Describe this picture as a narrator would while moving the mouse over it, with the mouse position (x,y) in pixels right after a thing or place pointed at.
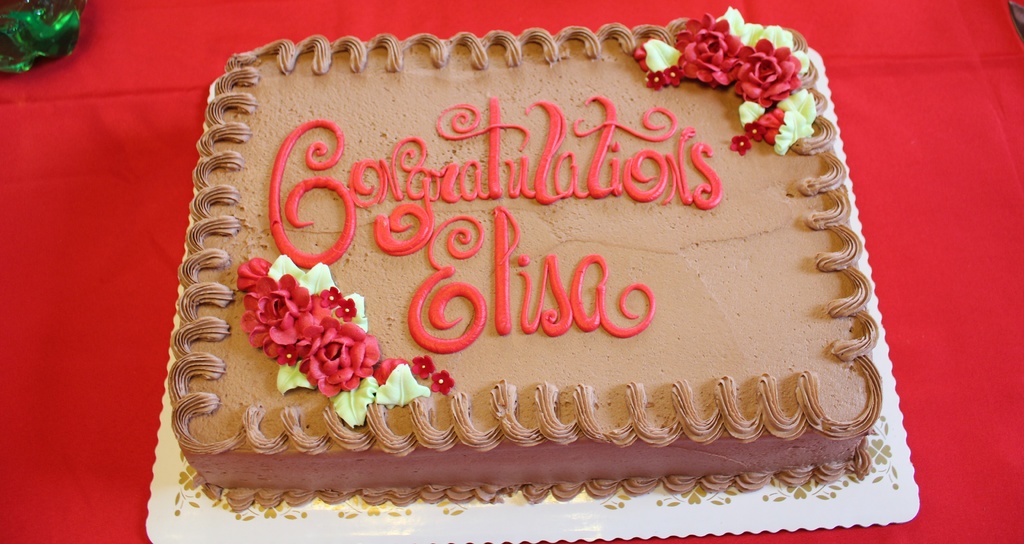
In this image we can see a cake (566,313) in a serving board (880,439) which is placed on the surface (26,149). On the left side (51,30) we can see an object (42,51) placed beside it.
